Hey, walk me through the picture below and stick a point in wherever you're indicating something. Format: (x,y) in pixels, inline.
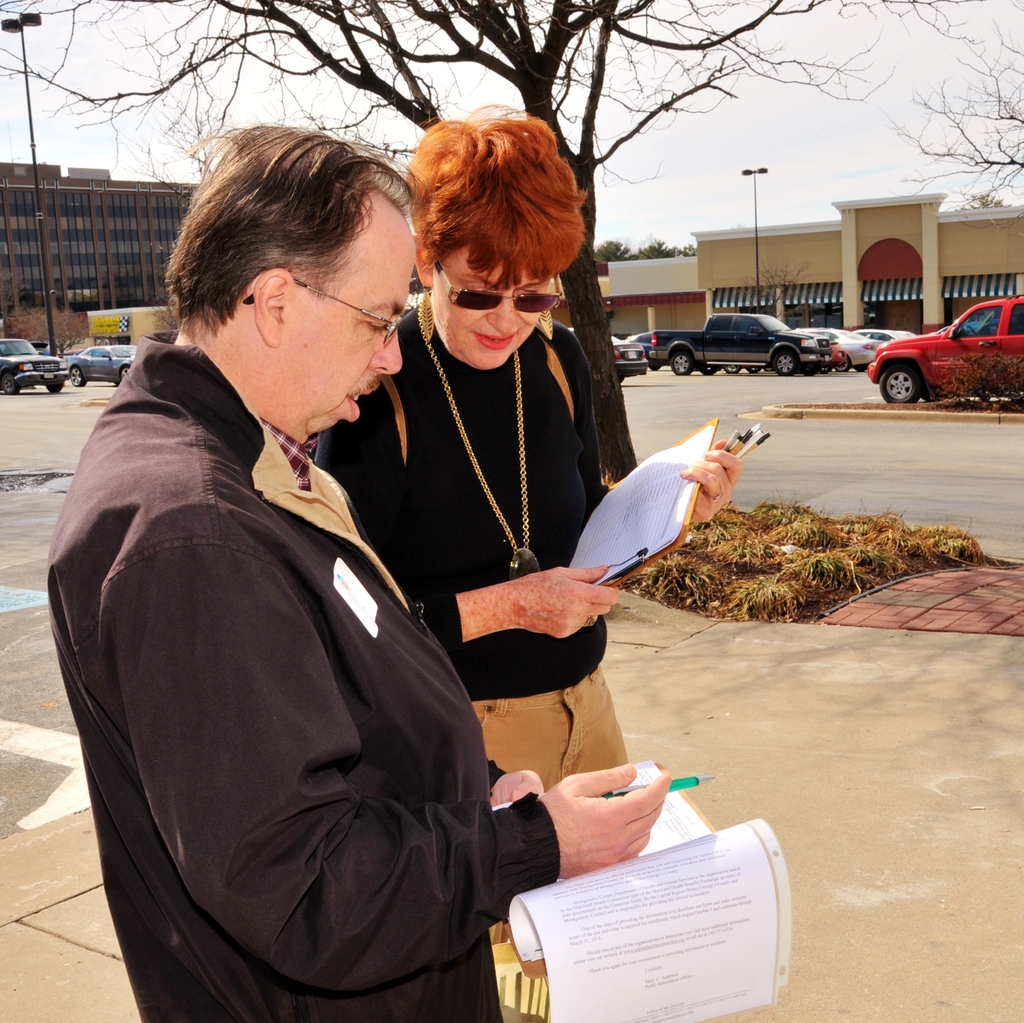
In this image I can see two persons (541,525) standing and they are holding few papers (571,893), background (870,276) I can see few vehicles (105,376), light poles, buildings (828,265) in brown and cream color and the sky (800,126) is in white color.
